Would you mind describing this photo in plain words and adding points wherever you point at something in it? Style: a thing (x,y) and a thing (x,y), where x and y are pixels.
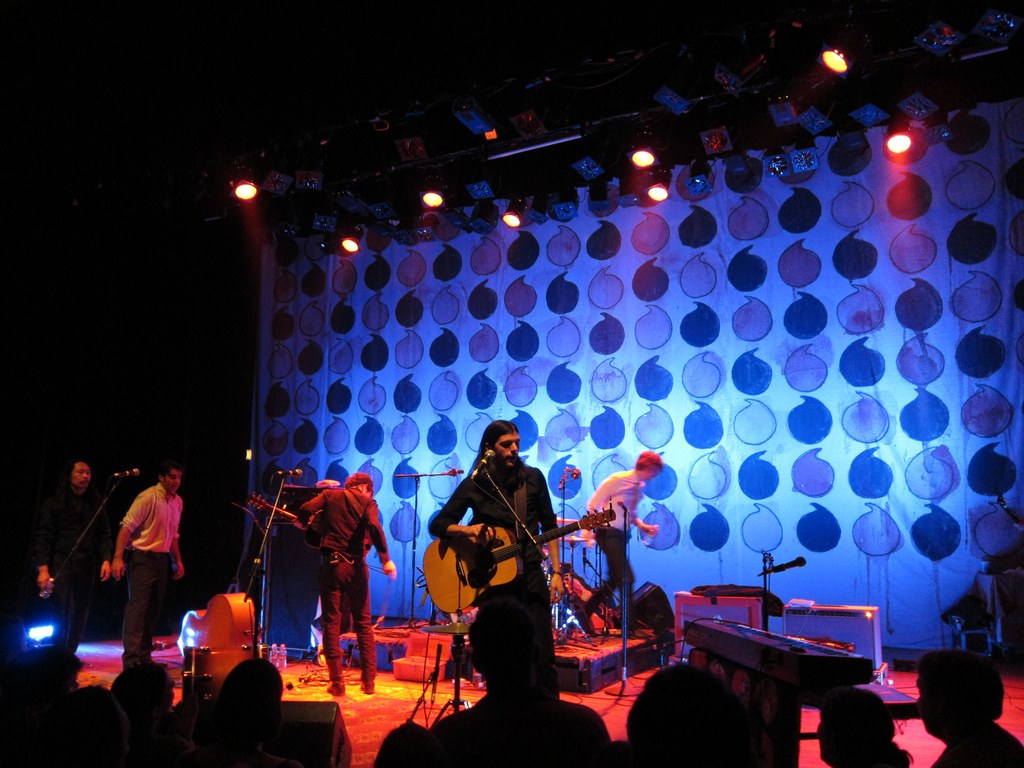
In this image I see 5 persons (486,522) on the stage (820,634) in which one of them is holding the guitar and is in front of the mic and I see a lot of people (496,636) over here. In the background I see the lights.
